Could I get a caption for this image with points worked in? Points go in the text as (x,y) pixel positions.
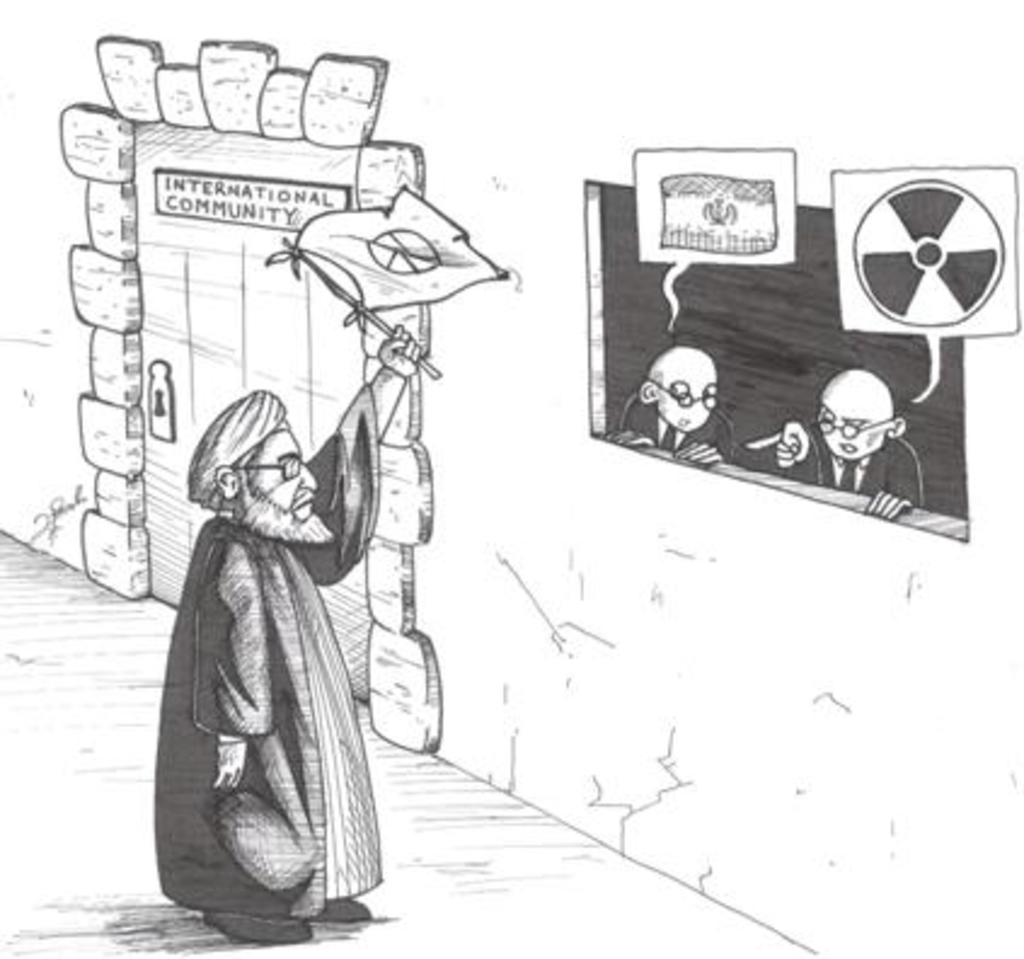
In this picture we can see a poster (463,429) we can see some diagrams (332,549).
